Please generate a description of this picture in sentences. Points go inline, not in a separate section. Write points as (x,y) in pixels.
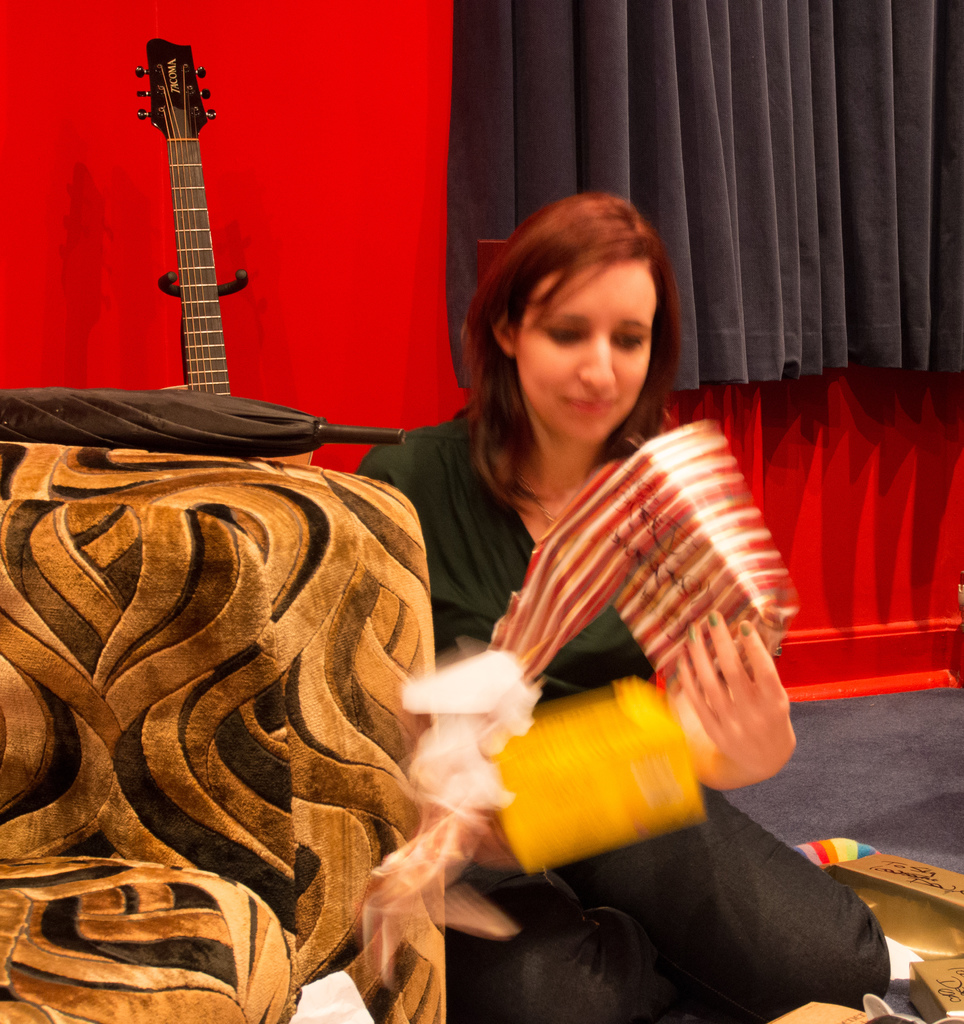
In this image I can see a woman (695,646) is holding an object (649,707) in hand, guitar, umbrella (40,413) and a sofa chair (169,797). In the background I can see a wall (79,330) and a curtain (701,298). This image is taken may be in a hall (891,571).
